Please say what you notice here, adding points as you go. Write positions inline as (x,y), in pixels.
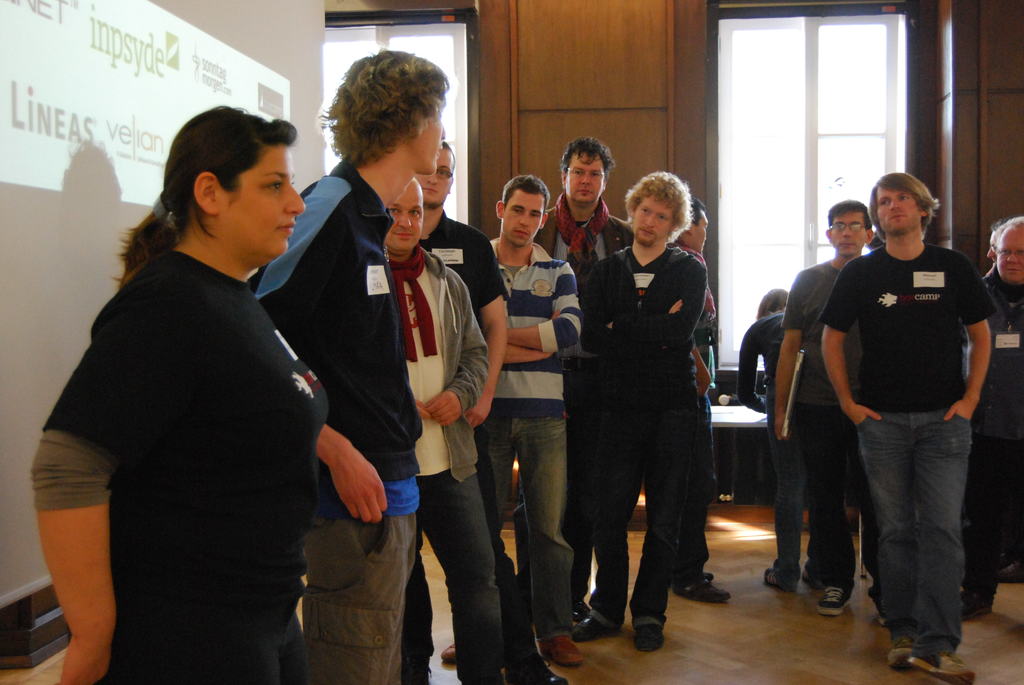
In this image there are some people (281,287) who are standing and on the left side (94,199) there is a screen (120,126). At the bottom (743,590) there is a floor (740,535), and in the background (668,142) there are windows (891,111) and a wall (686,107).
